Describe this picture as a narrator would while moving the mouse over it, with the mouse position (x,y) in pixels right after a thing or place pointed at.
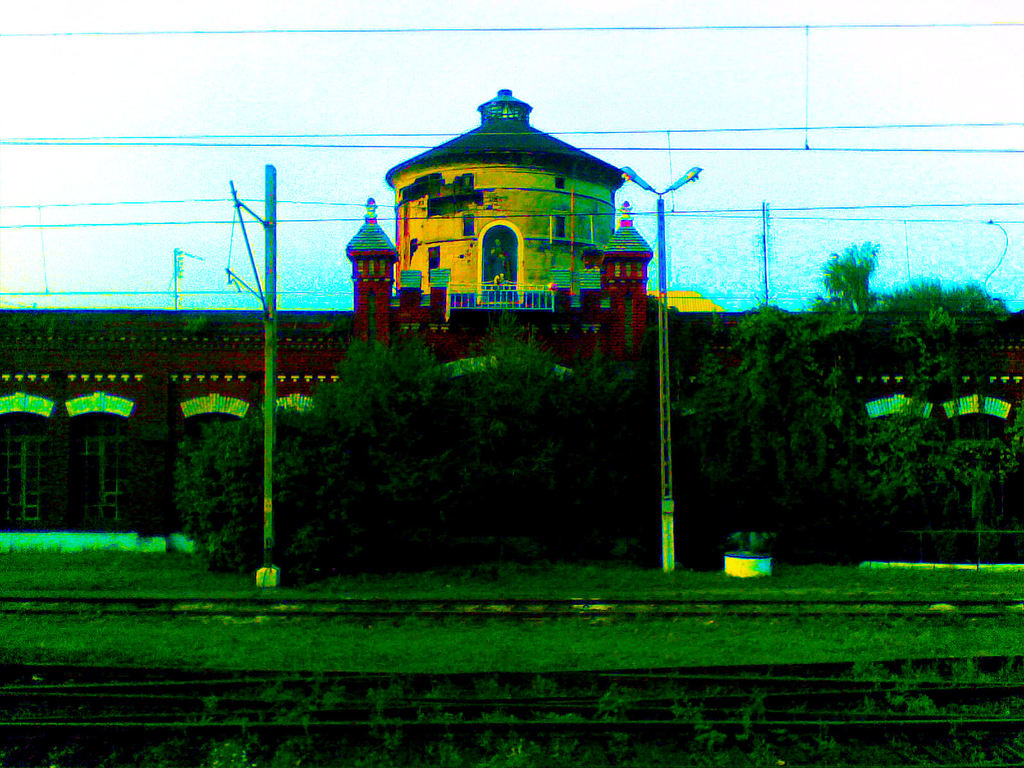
In this picture we can see a few railway tracks (246,718) and some grass (852,624) on the ground (325,597). There are poles (265,431), street lights (669,497), wires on top (988,205), a tree (428,400) and a building (409,255) in the background (545,314).
